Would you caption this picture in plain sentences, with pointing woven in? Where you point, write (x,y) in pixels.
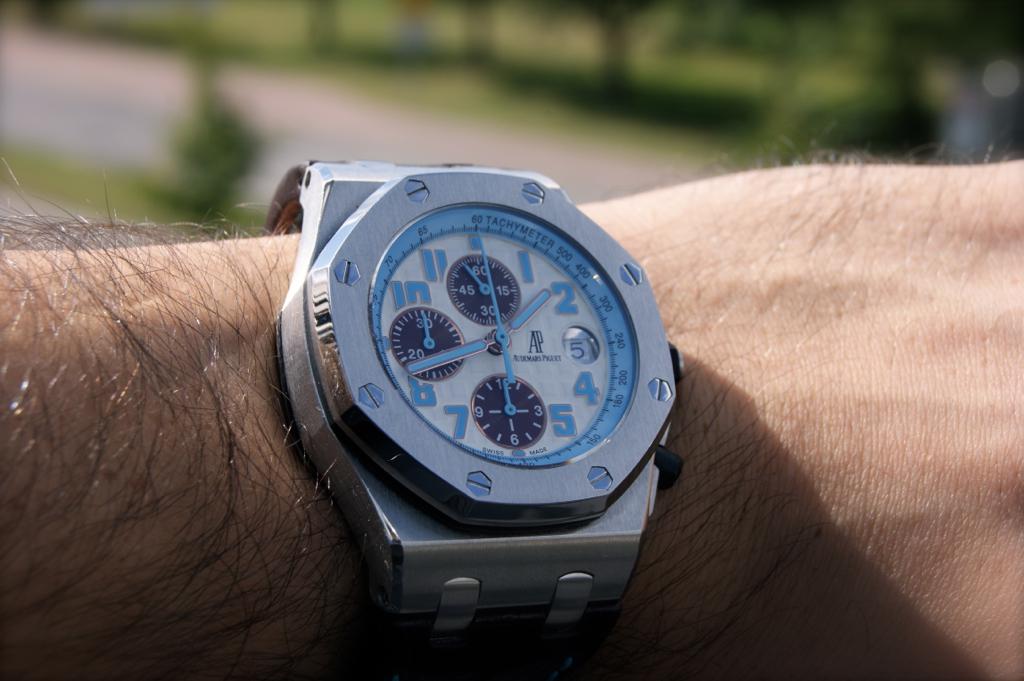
In this image I can see a person's hand (147,430) and a watch (578,449) which is blue, white and silver in color to the hand (886,316). In the background (88,130) I can see the road (88,130) and few trees (681,45) which are blurry.
